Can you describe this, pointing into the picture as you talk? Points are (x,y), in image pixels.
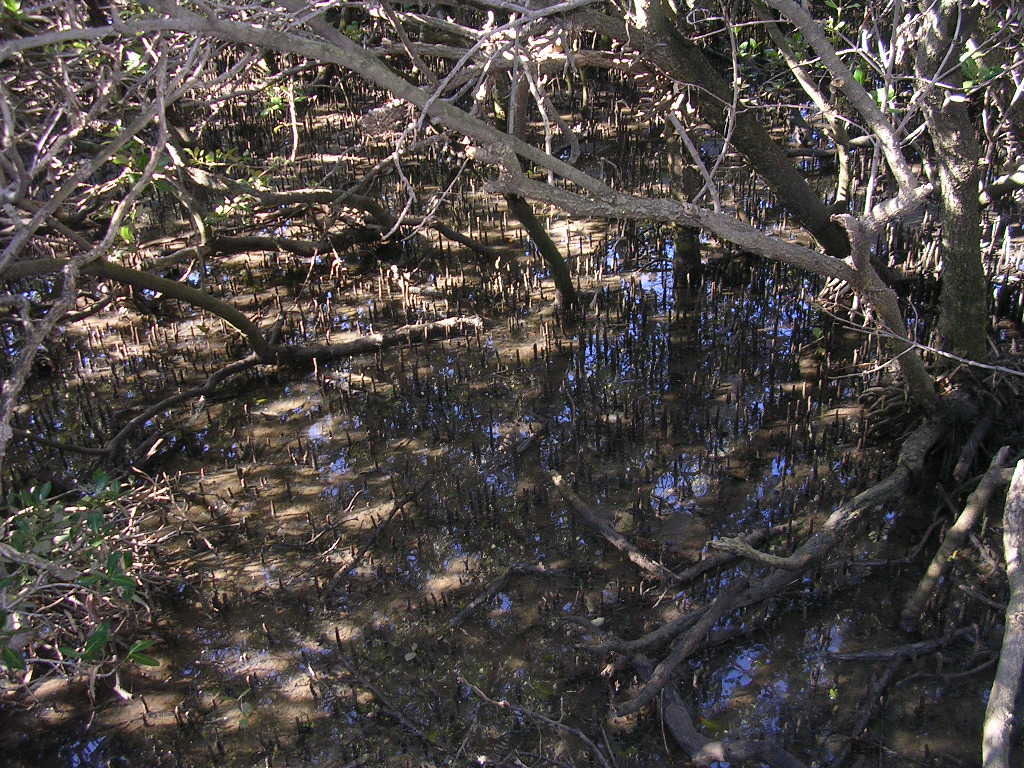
In this image, we can see some trees (876,48). We can also see some water (357,599) with plants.
